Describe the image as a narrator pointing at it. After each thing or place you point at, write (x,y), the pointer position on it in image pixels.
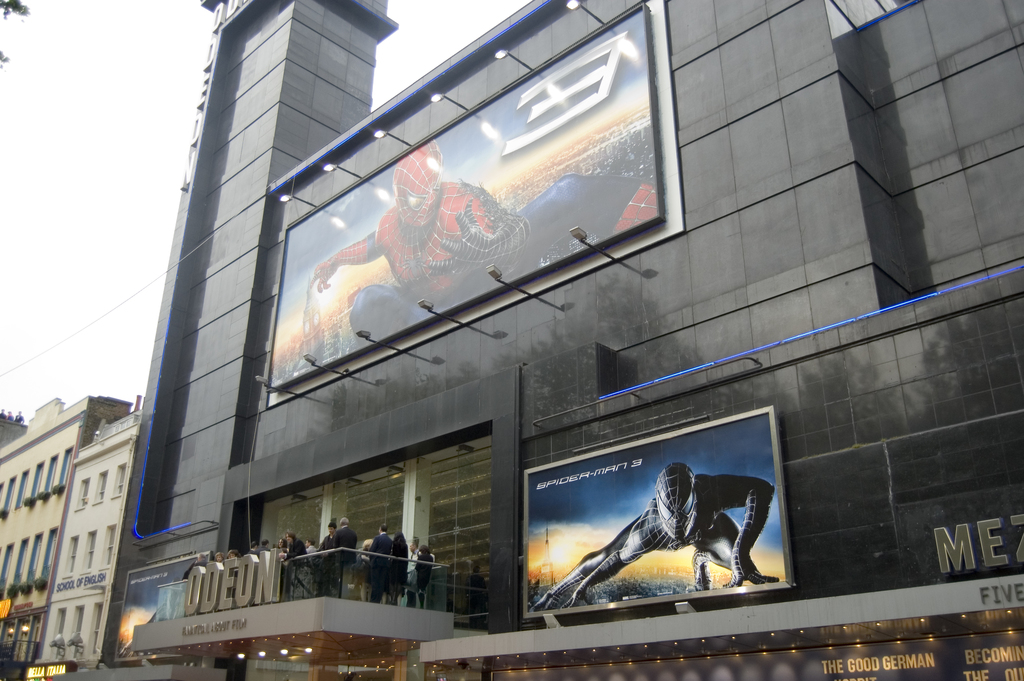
In this image we can see there are buildings (377,374) and persons (218,556) standing in it. And there is a board (631,519) with an image (686,522). And at the top (124,97) there is a sky (21,128).
